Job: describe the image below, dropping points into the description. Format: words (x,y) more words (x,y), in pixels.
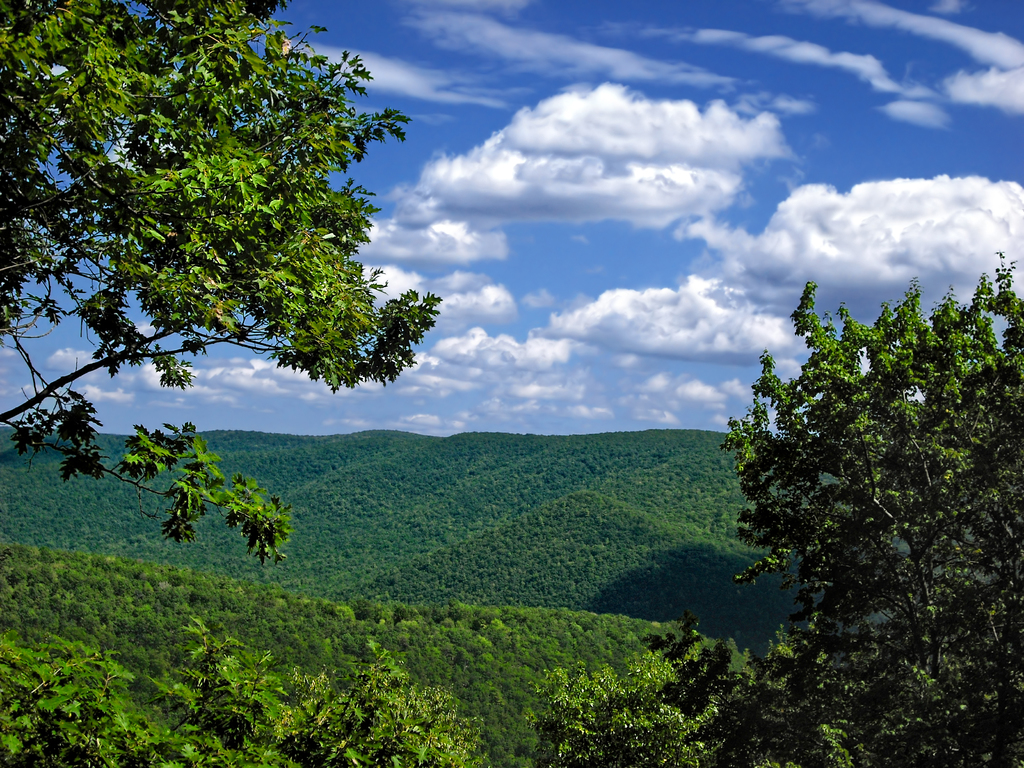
In this image there are trees (892,609) and also a mountain (471,513) with full of trees (506,516). There is a cloudy sky (562,296).
